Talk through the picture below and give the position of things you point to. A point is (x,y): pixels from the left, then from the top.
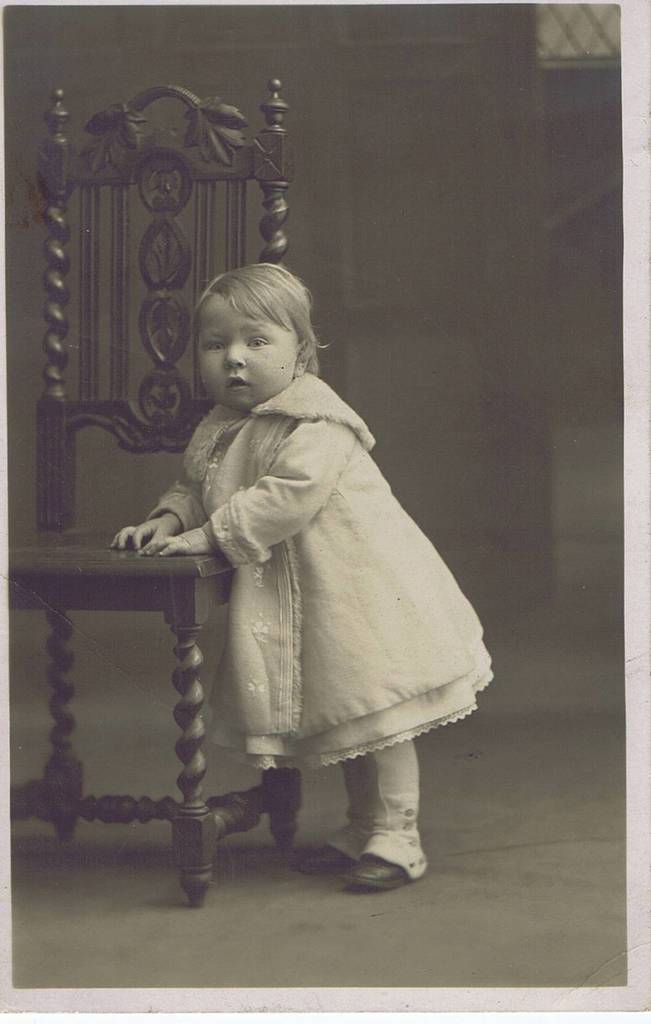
A little girl (267,399) is standing by keeping her hands (147,532) on a chair (160,333).
